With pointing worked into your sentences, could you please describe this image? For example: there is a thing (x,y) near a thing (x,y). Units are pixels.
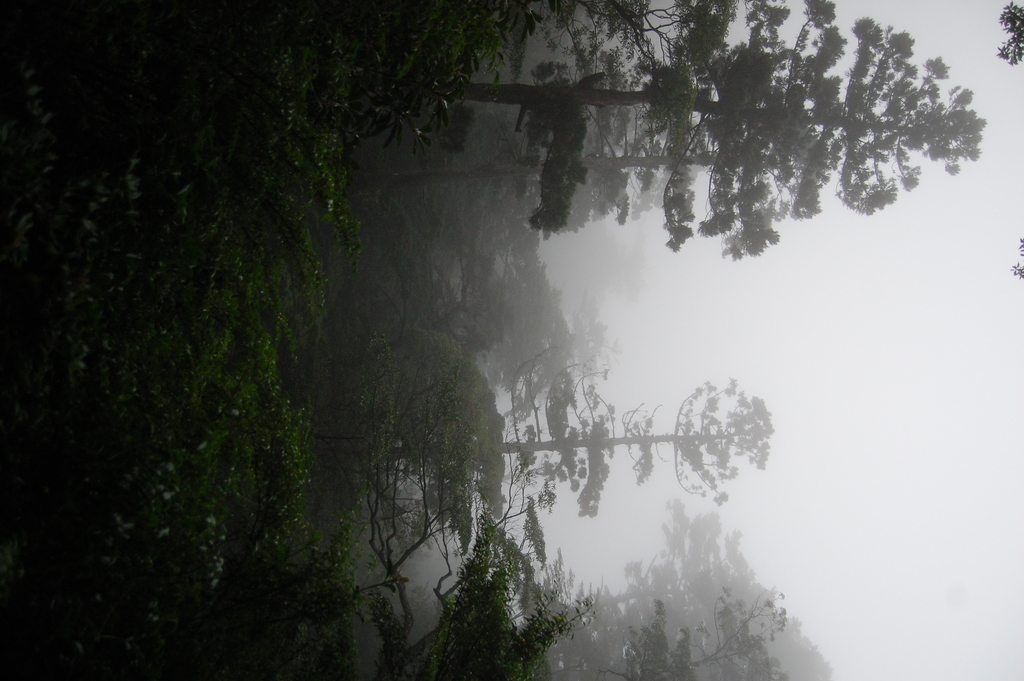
In this picture we can see few trees (598,438).
